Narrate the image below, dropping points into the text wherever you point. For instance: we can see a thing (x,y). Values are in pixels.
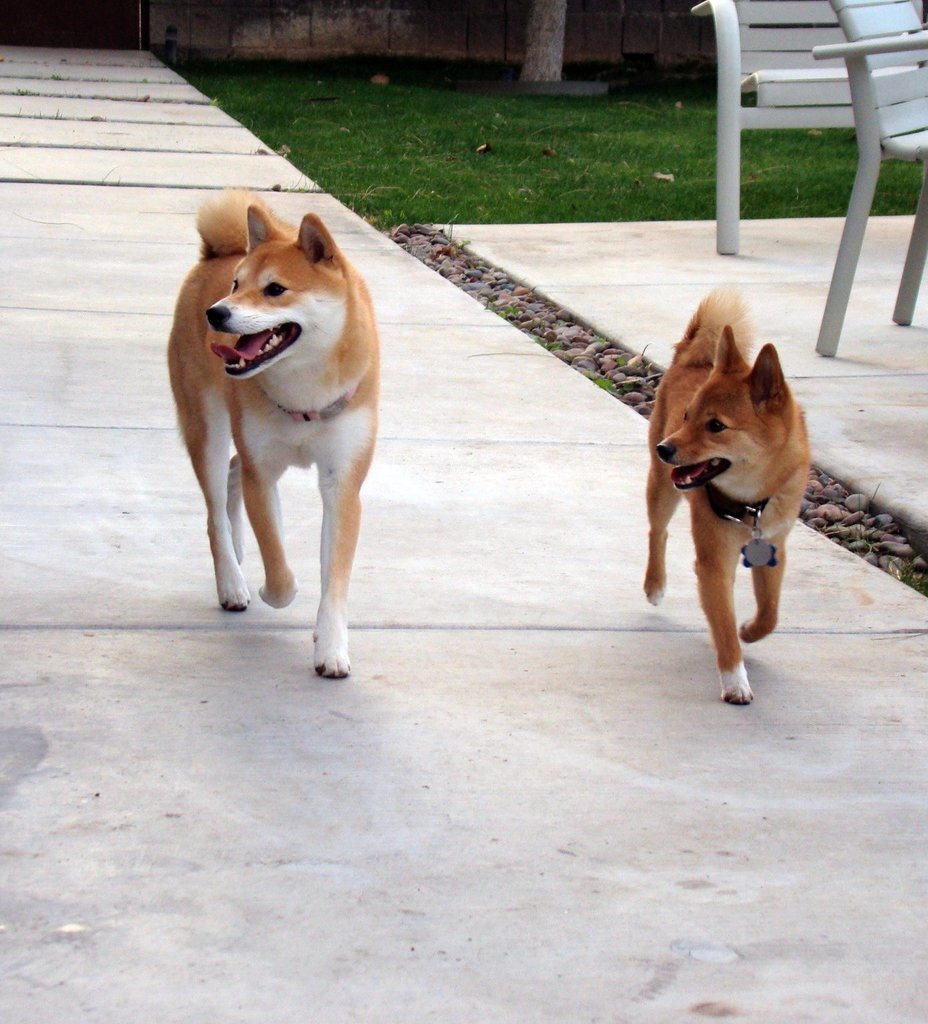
This 2 dogs (326,479) are highlighted in this picture. These are chairs (925,100). This is a grass (512,143) in green color. This dogs (331,332) are in brown and white color.
